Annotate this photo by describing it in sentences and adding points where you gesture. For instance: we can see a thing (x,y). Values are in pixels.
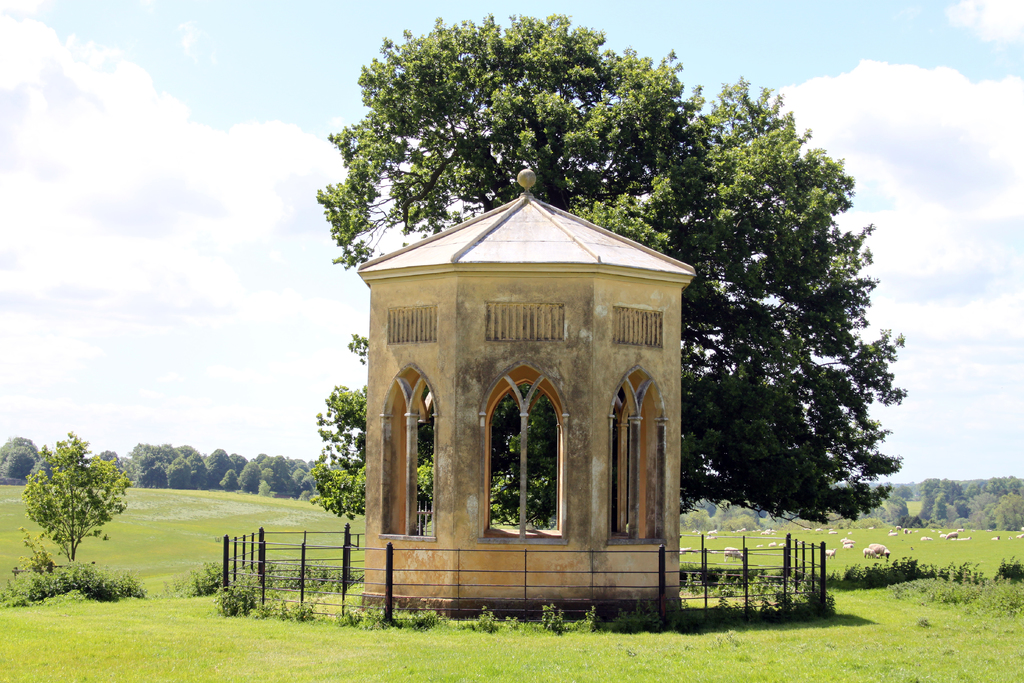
In this picture there are trees (733,225) in the left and right corner (854,488). There are animals (900,529) and trees (870,494) in the background (270,485), It looks like a building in the foreground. The grass (731,599) is at the bottom (866,599). And the sky (991,54) is at the top (1001,64).
